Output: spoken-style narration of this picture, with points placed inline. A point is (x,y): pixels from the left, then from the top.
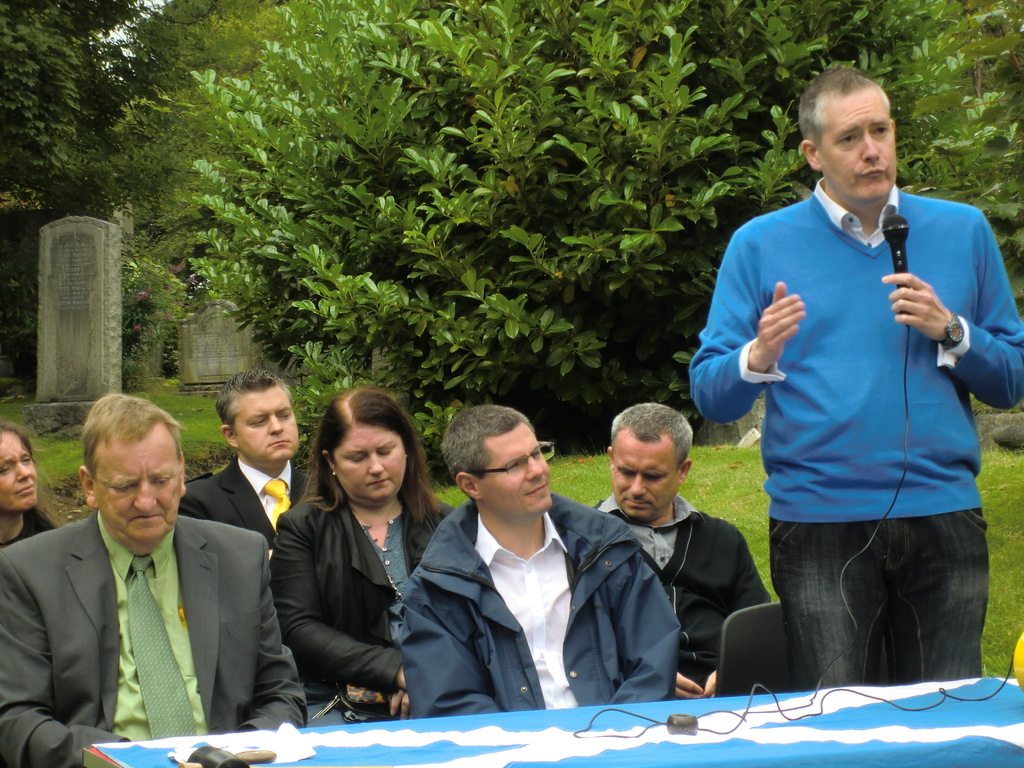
As we can see in the image, in the front (718,714) there is a table (639,727). It is covered with blue color cloth (598,735) and there are group of people (568,566). These people (262,440) are listening to the person (808,601) standing on the right (903,341). This person (884,367) is wearing a blue color shirt (882,332) and he is talking and in the background (325,81) there are a group of trees (315,132).
